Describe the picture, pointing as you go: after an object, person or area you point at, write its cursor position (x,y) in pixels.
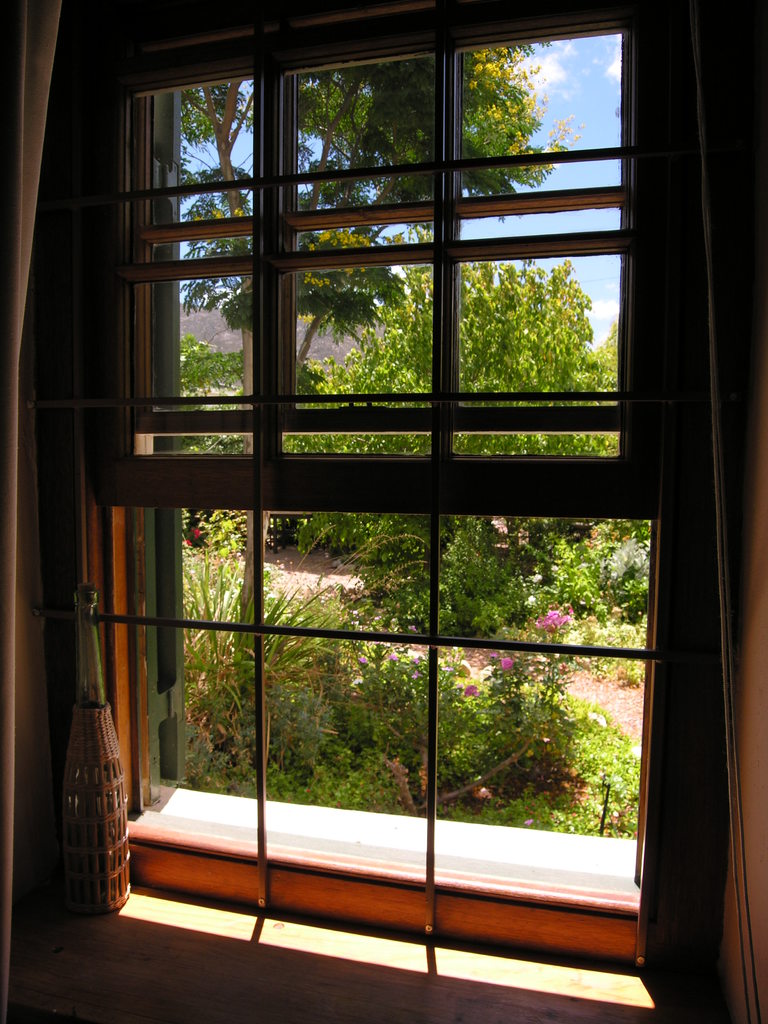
In the image we can see a window (322,174) and a bottle (100,788). Out of the window (472,435) we can see grass (589,791), plant (370,568), tree (430,124) and a sky (596,129).
